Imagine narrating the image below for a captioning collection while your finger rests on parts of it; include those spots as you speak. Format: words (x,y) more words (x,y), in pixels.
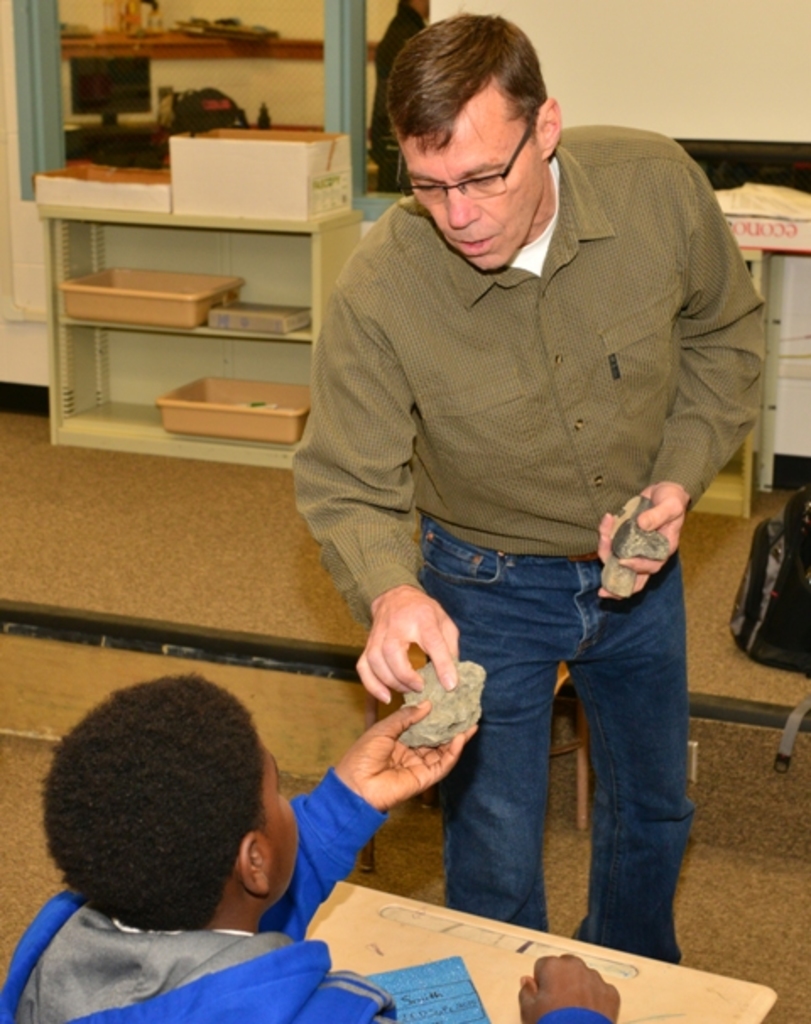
In this image, we can see a person (563,469) holding an object (613,581) and an another kid (406,780) holding an object (425,720). In the background (210,220), we can see trays (112,303) in the stand (199,361) and there is a box (279,192) on the stand (317,219) and there is a bag (756,612) on the bottom right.
